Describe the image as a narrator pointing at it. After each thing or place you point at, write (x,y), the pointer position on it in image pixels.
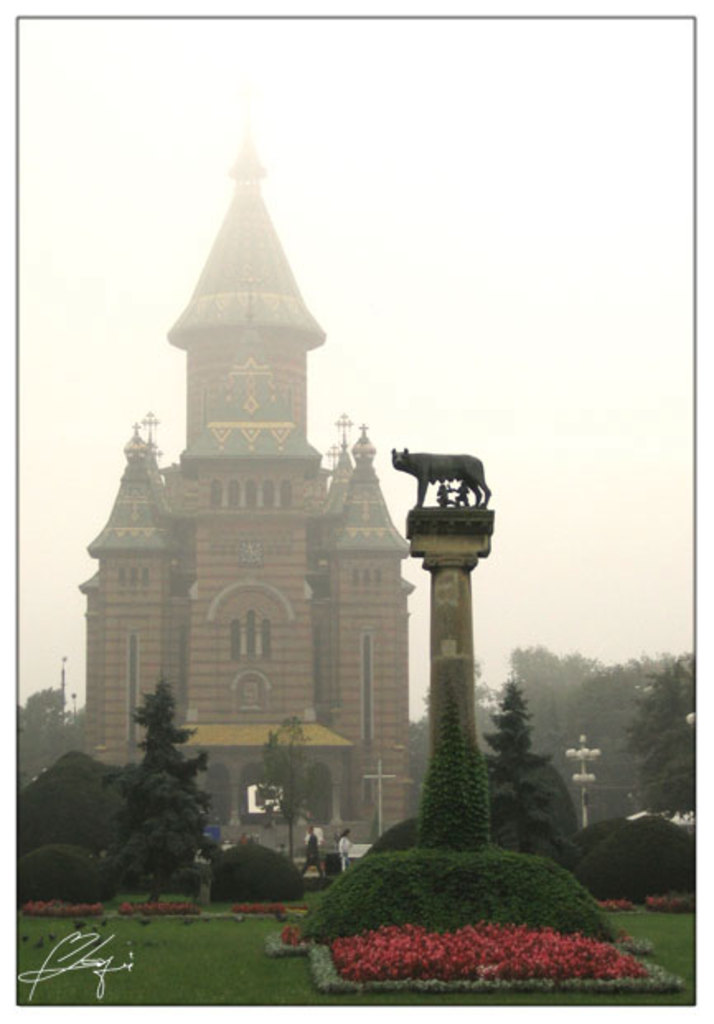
In this image there is a building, trees (134,863) and animal sculpture (460,471) on the pillar (486,553).
